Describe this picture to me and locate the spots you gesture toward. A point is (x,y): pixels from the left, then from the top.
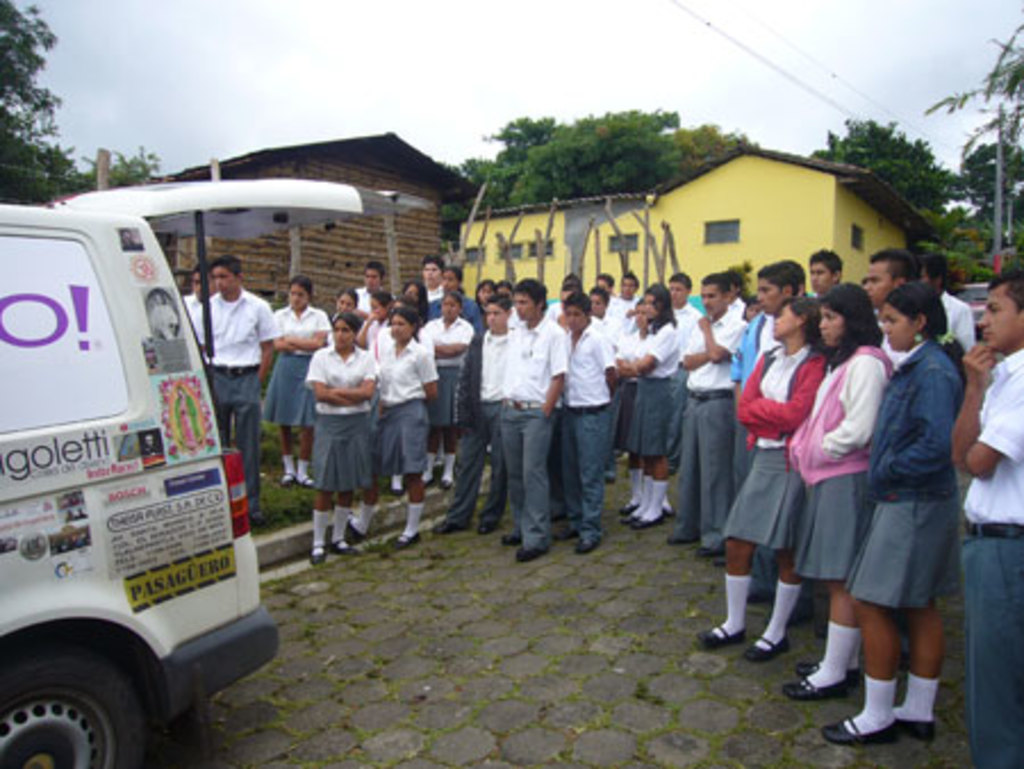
In this picture I can see many peoples (634,338) were standing on the street (685,616). On the left (162,405) there is a white color van (79,499). On the van (134,369) I can see many stickers (127,454) and posters (61,522) were attached. In the back (418,171) I can see the shed (268,263) and building (730,243). In the background (948,220) I can see many trees (962,184). On the right (1002,254) I can see electric poles (1001,195) and wires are connected to it. At the top (274,92) I can see the sky (299,116) and clouds (351,124).
